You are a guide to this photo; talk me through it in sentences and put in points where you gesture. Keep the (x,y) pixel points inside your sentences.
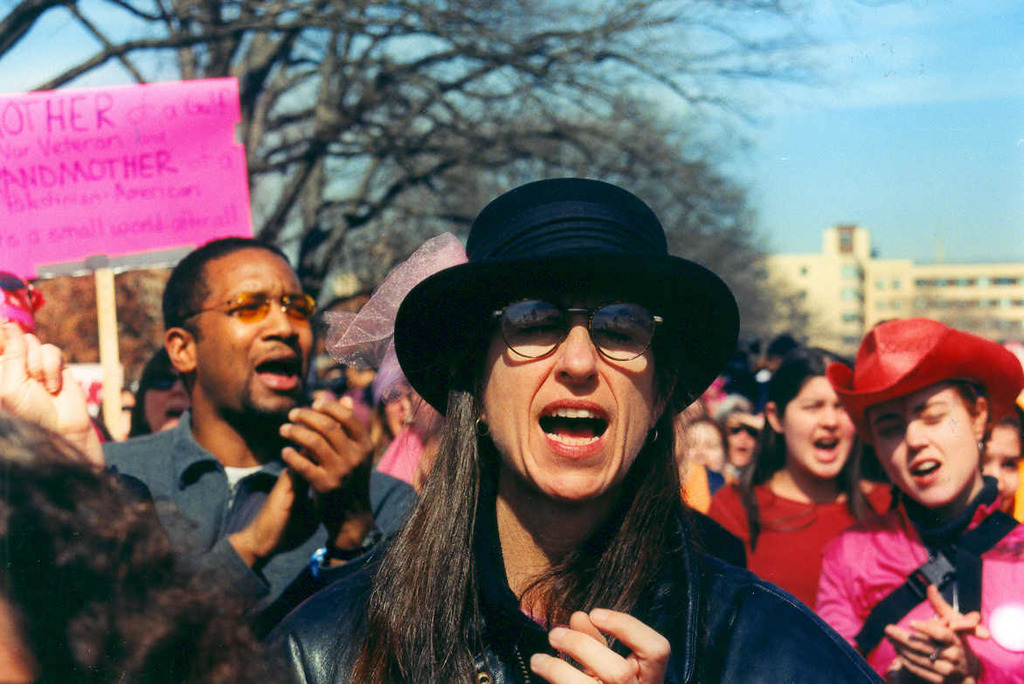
In this image there are few people (235,348) in which one of them holds a board (163,211) with some written text (144,166), there are trees (680,247), a building (851,331) and the sky (773,215).
